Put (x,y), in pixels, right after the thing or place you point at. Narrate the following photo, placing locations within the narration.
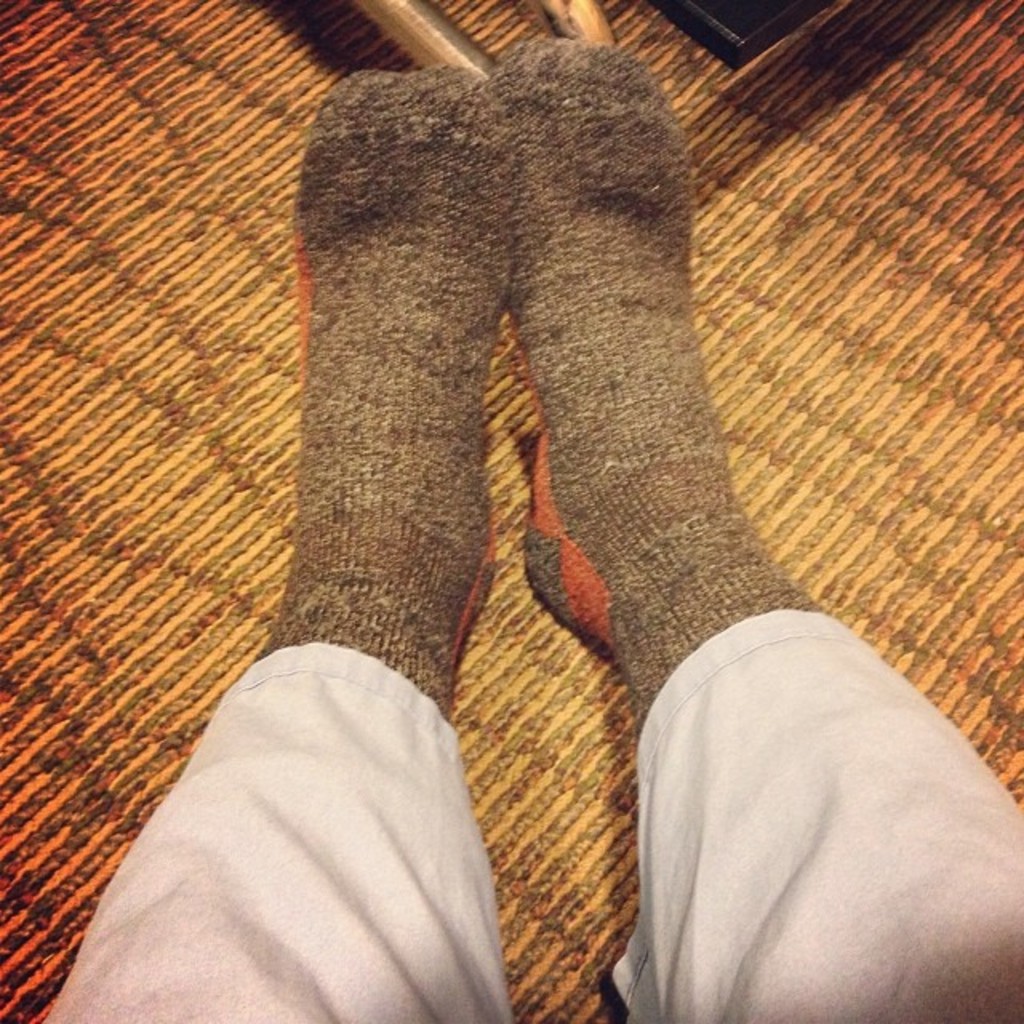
In the image there is a person legs (429,374) with socks (617,354) to it on a carpet floor (977,541).
